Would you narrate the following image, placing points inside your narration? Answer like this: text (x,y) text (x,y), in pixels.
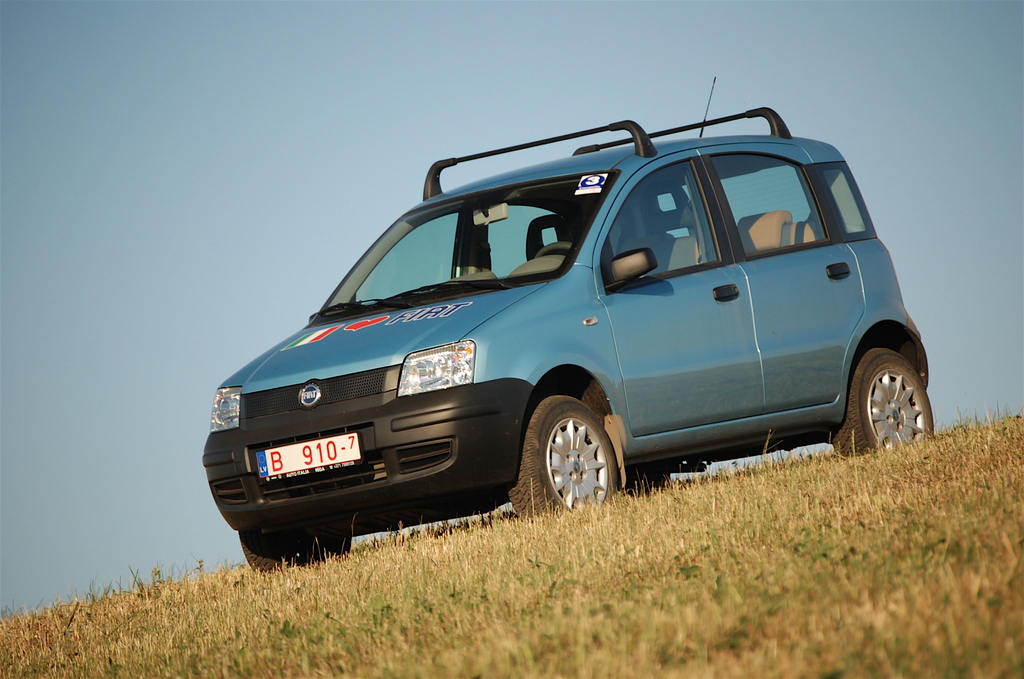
In this image there is a car (714,351) on the grass (706,546). In the background (181,110) sky (175,218) is visible.
